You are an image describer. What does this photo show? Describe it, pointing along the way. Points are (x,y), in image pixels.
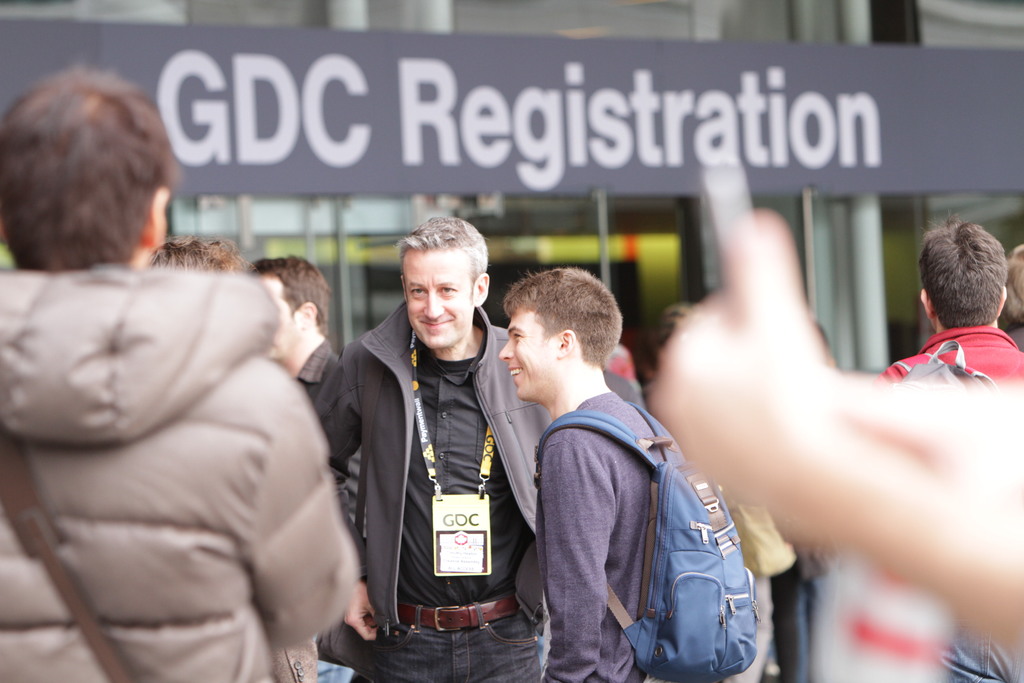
In this picture I can see few people (577,395) standing and few of them wore backpacks (717,525) and a man (453,574) wore identity card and I can see a board (451,122) with some text (622,117) and I can see a building (828,273).
